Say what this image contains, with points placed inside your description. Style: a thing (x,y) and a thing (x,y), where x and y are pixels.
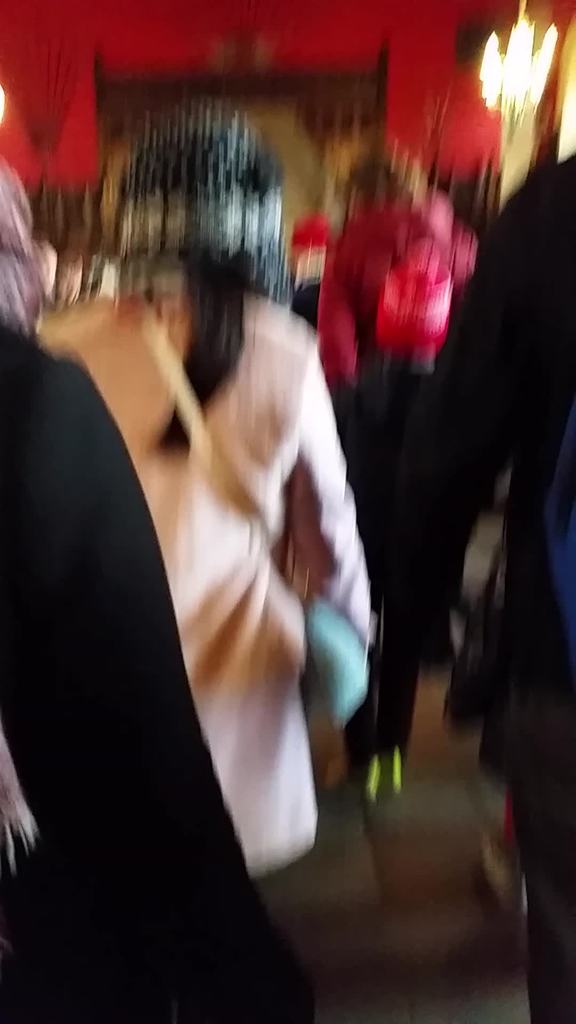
In this picture I can see people (274,542), red color wall (9,49), lights (513,57) and some other objects (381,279). This image is blurred.
